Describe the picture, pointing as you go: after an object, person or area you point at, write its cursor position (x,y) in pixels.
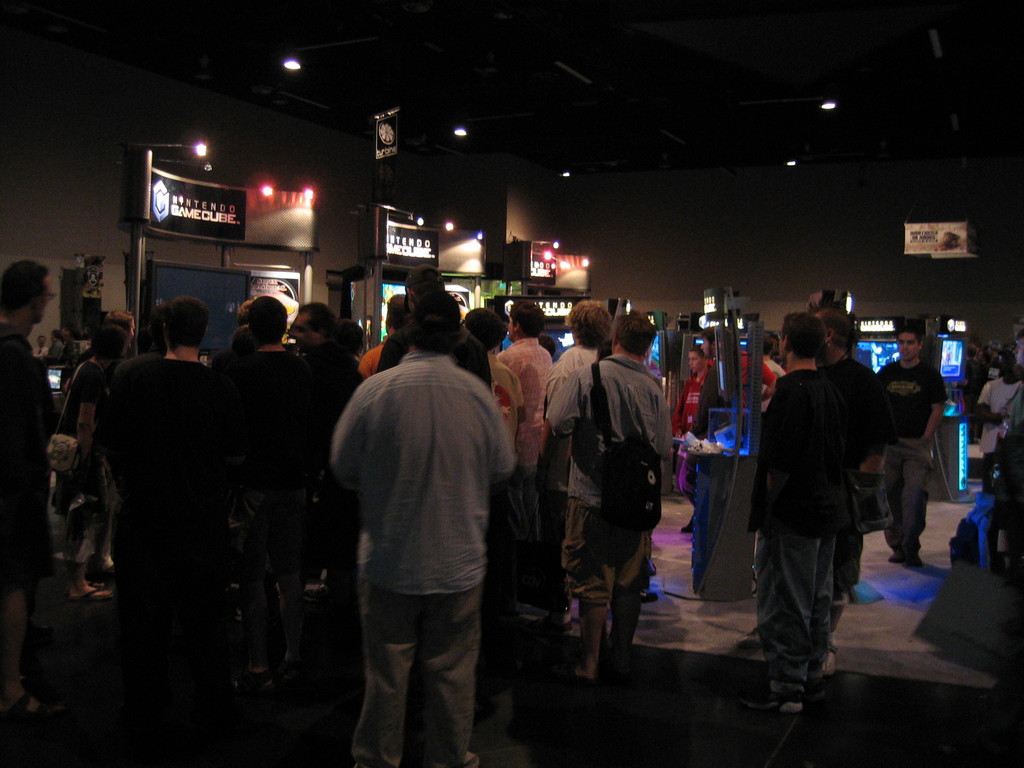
In this picture we can see some people (550,429) standing, in the background (766,256) there is a wall (785,239), we can see some screens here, there are some lights (546,254) at the top of the picture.
